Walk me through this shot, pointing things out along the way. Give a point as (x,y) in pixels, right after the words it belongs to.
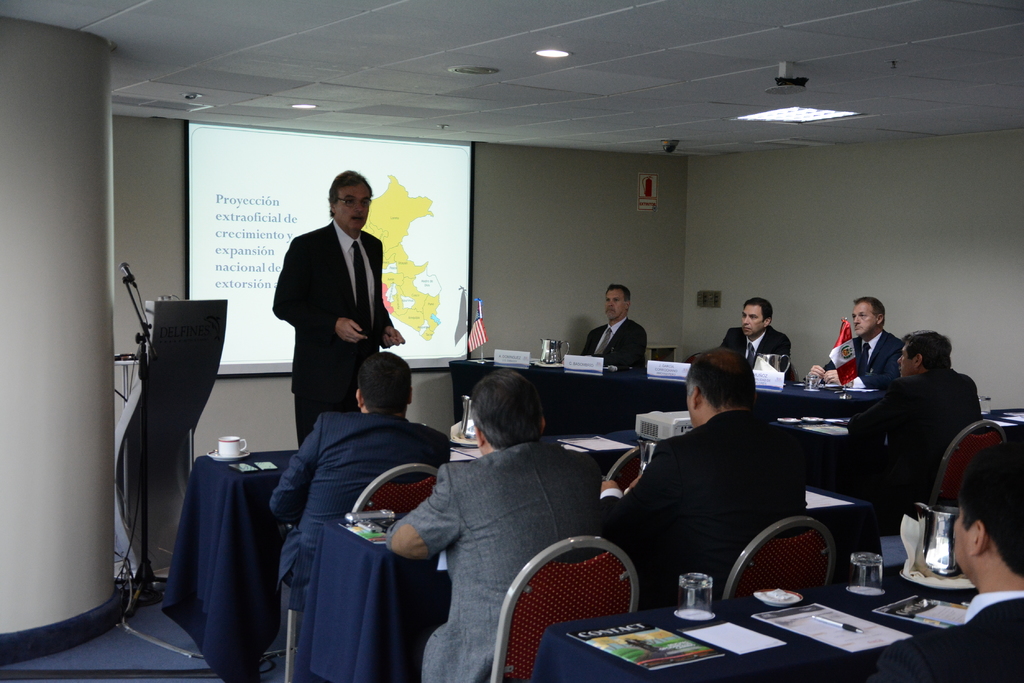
This image is taken from inside. In this image there is a person (321,307) standing, in front of the person (349,378) there are a few people (703,444) sitting on the chairs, in front of them there is a table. On the table (237,473) there are few objects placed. In the background (226,285) there is a screen (234,254) hanging on the wall (558,262), beside the screen (258,282) there is a table (157,370) and a mic (130,289). At the top of the image (550,32) there is a ceiling (466,83) with lights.
